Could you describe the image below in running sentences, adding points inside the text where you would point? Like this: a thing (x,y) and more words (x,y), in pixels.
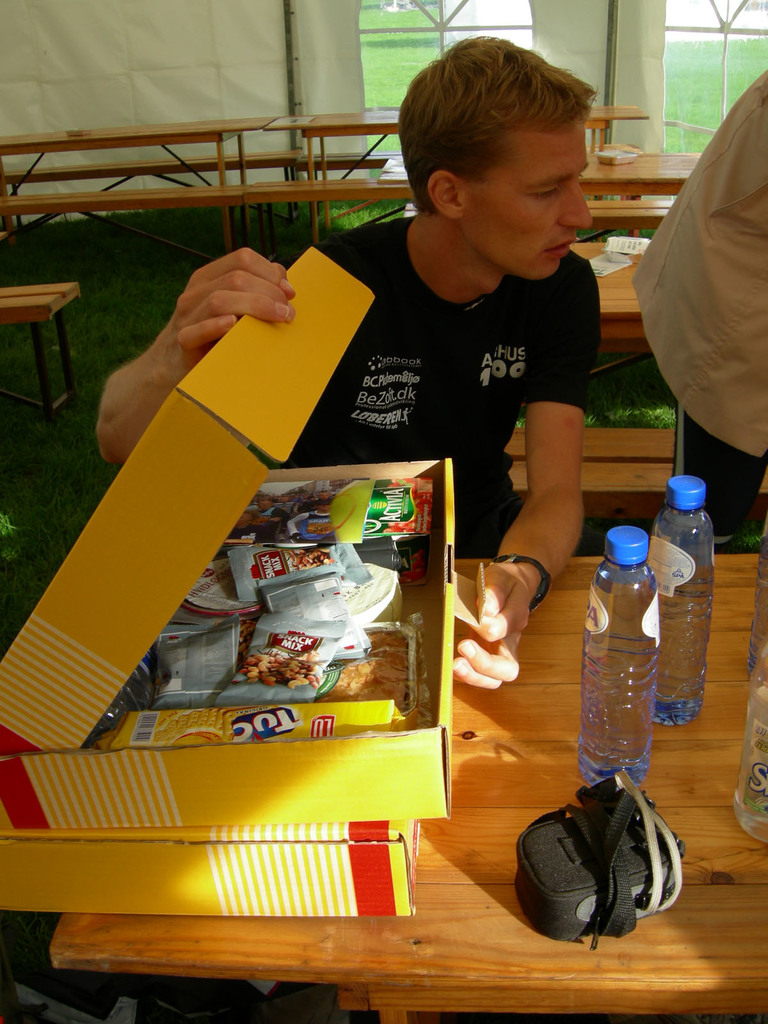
A man (393,249) is sitting, he wore a black color t-shirt (451,411). There are water bottles (611,587) on the right side of an image (595,727).
